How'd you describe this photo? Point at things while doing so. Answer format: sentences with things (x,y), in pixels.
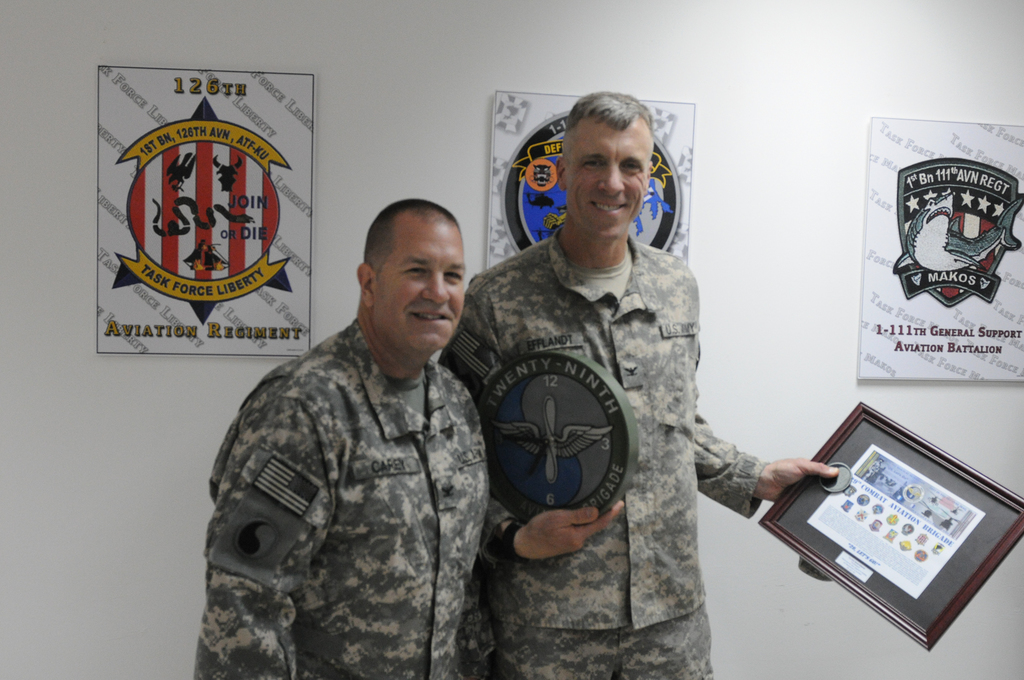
In this image I can see there are two persons (441,542), on the right side (749,457) person (692,339) holding a photo frame (879,435) and they both are smiling, in the background (739,194) I can see the wall (886,49) and there are notice papers (227,198) attached to the wall (42,328).
